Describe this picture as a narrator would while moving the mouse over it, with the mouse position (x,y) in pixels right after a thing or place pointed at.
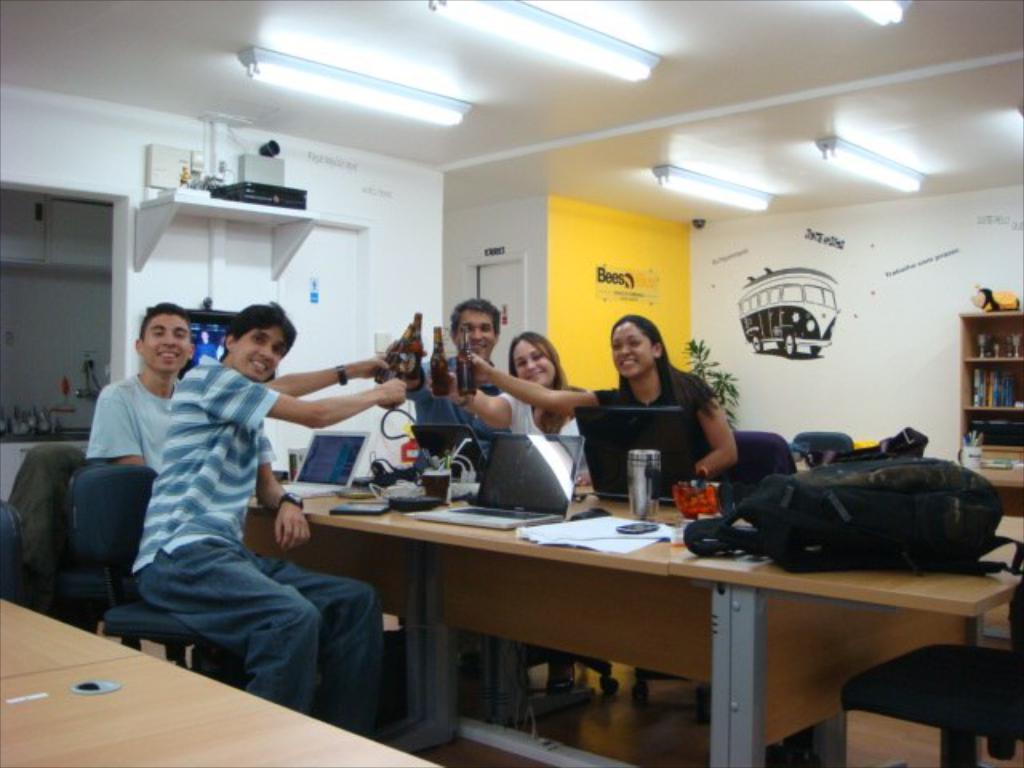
In this image I can see number of people (552,357) are sitting on chairs (112,463). I can also see all of them are holding bottles (445,376). On this table (655,549) I can see few laptops (505,511) and a bag (862,564). I can also see smile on their faces (145,359).
